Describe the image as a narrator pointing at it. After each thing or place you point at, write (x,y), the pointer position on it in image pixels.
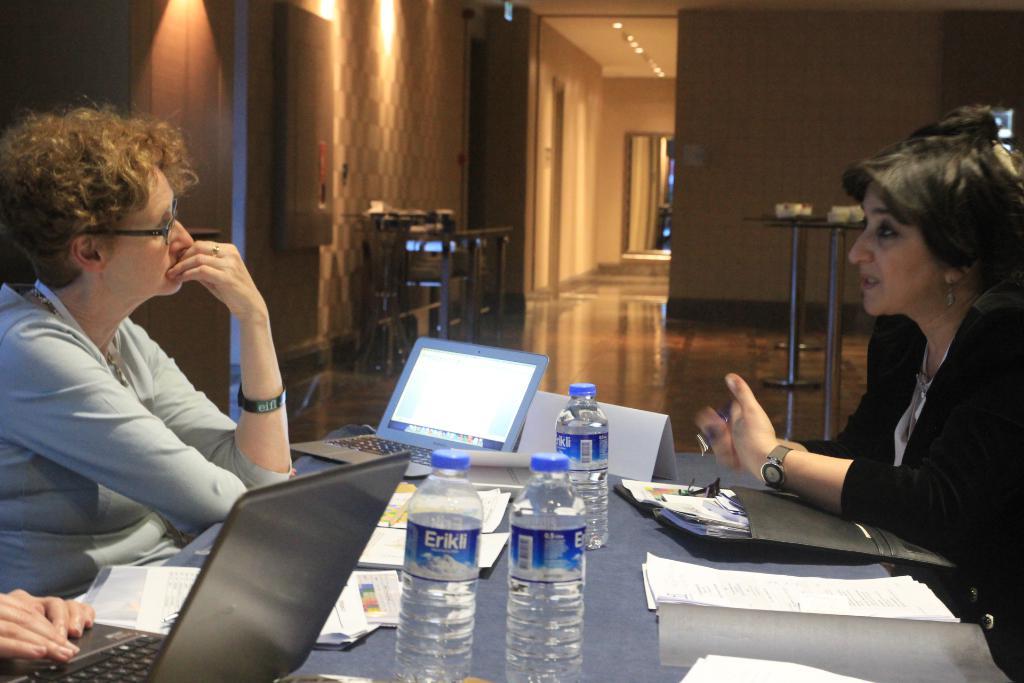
In this image there is a table (368,646) in the middle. On the table (609,644) there are laptops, papers (352,601), bottles (569,460) and files (656,515). There are two persons (976,402) beside the table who are sitting around it. At the top (611,66) there is ceiling (624,55) with the lights (631,36). On the left side (325,88) there is a wall (414,96).
